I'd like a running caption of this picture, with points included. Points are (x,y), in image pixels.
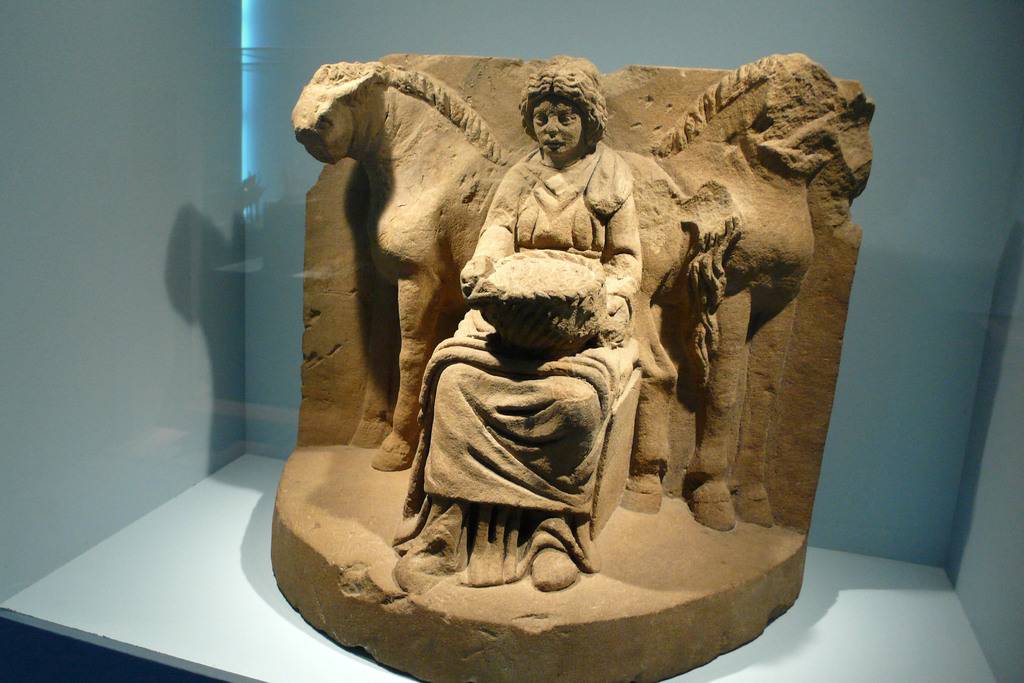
In this image there is a sculpture (613,429) in a shelf (271,374).
